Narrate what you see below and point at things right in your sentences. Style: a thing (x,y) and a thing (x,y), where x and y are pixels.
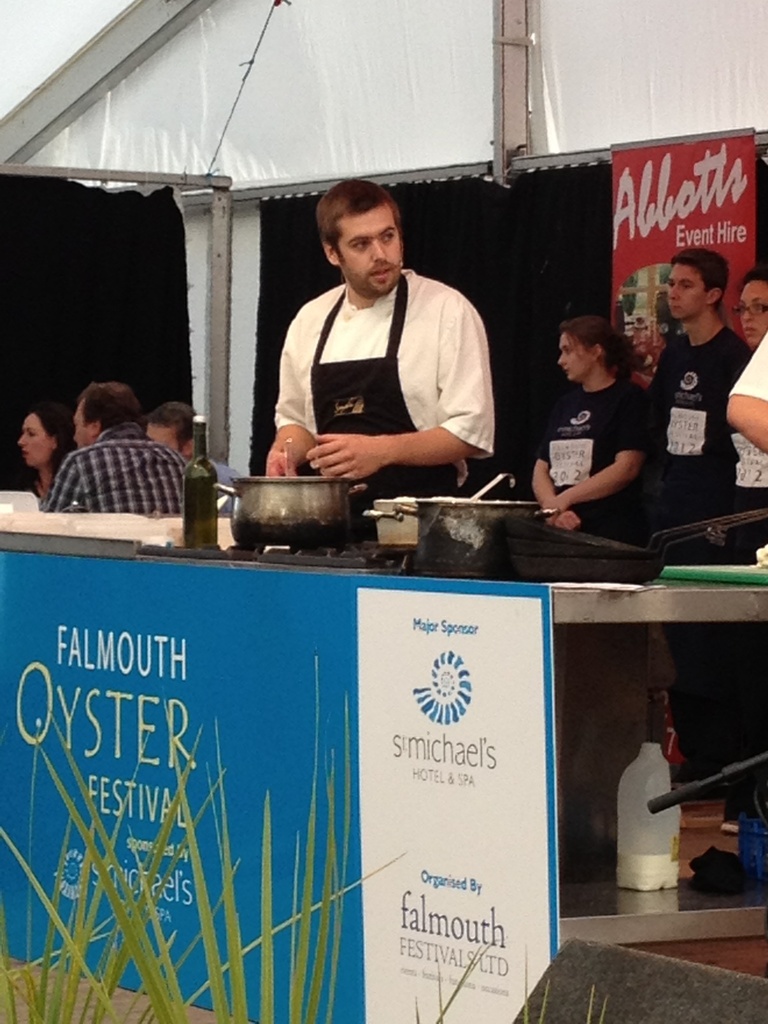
In this picture few persons (397,393) are standing. These three persons (124,454) sitting. We can see table (56,524). On the table (345,570) we can see bowls (254,487) and bottle (203,496). There is a banner (64,592) attached with table (568,586). On the background (614,293) we can see banner (628,173) and curtains (144,266). This is plant (143,932).
